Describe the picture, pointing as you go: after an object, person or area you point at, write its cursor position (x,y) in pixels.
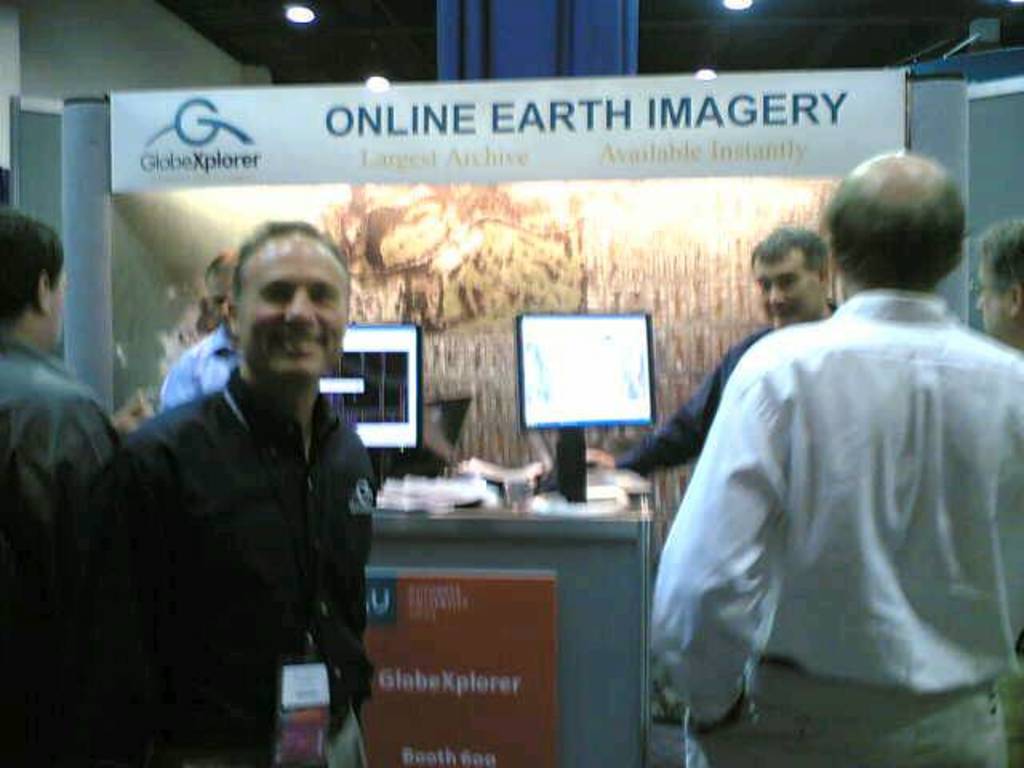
In this image we can see there are persons (805,535) standing. And there is a table (579,608), on the table (567,599) there is a system (524,407), papers (567,505), board (509,577) and some objects (536,488). At the top (372,47) there is a ceiling (894,44) with lights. And there is a board (515,125) attached to pole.
